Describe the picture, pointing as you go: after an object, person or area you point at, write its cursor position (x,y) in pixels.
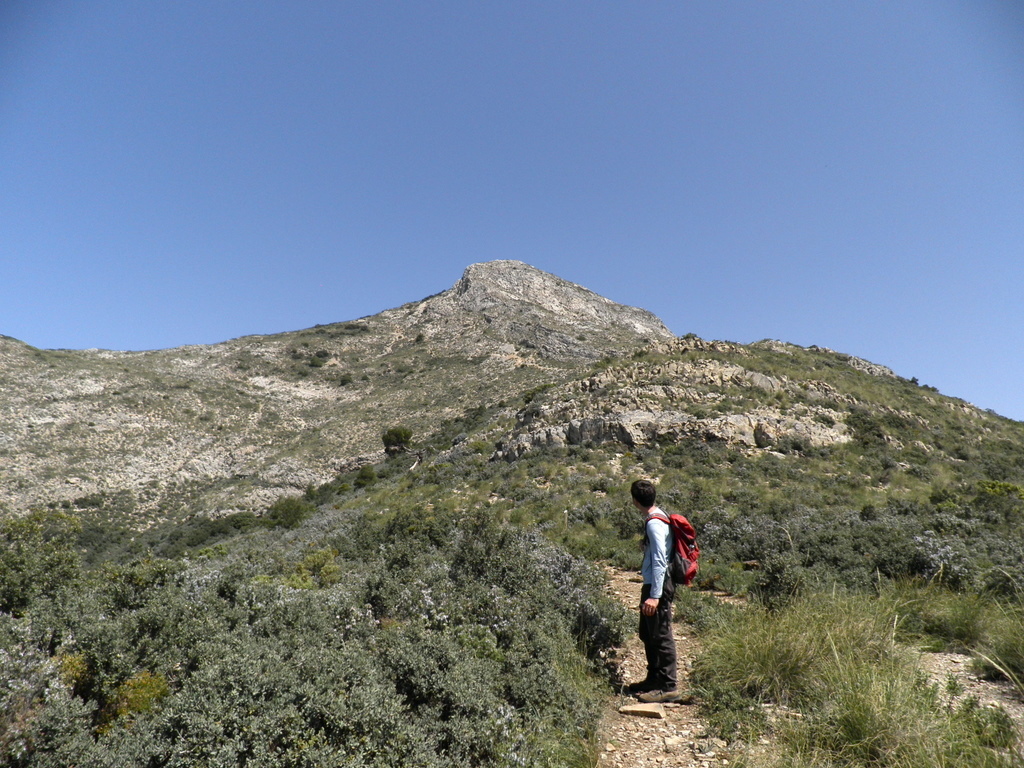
It looks like a hill station, a man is standing on a hill (703,553) he is wearing a red color bag (689,522), in the background (693,502) there are a lot of trees (741,469) and a mountain (572,352) and sky (623,114).
